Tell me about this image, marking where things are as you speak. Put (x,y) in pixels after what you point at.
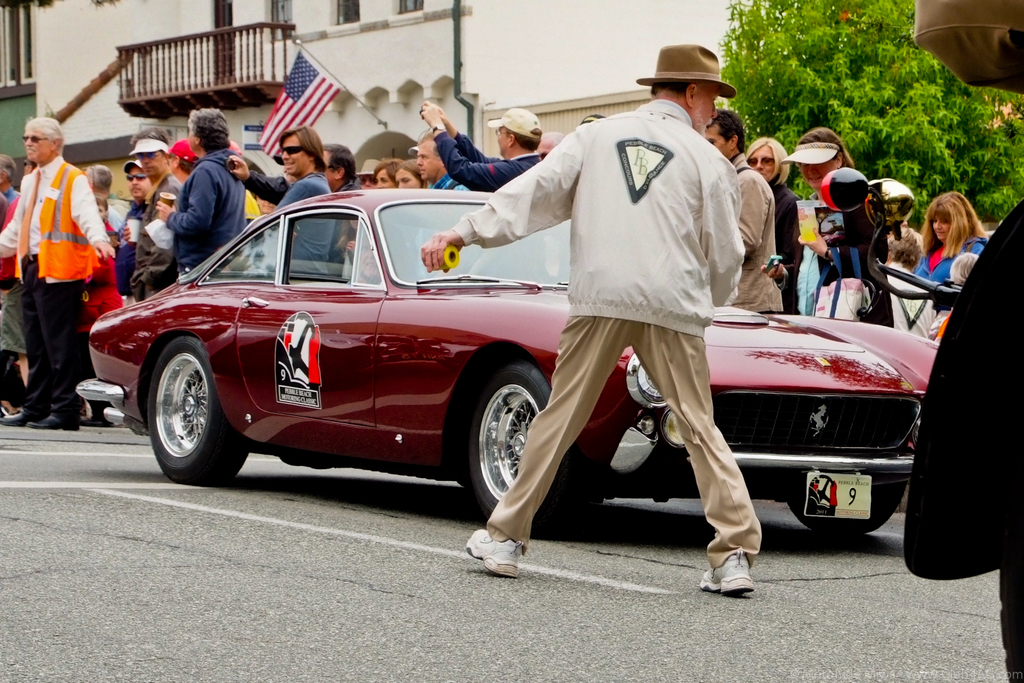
In this image I can see red color car (298,413) visible on road (525,565) and I can see crowd of people (751,218) visible in the middle (650,346) and at the top (345,115) i can see the building (329,119) and I can see flag (307,100) attached to the wall (594,57) of the building (633,57) in the middle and I can see a tree (921,72) on the right side (983,131).
